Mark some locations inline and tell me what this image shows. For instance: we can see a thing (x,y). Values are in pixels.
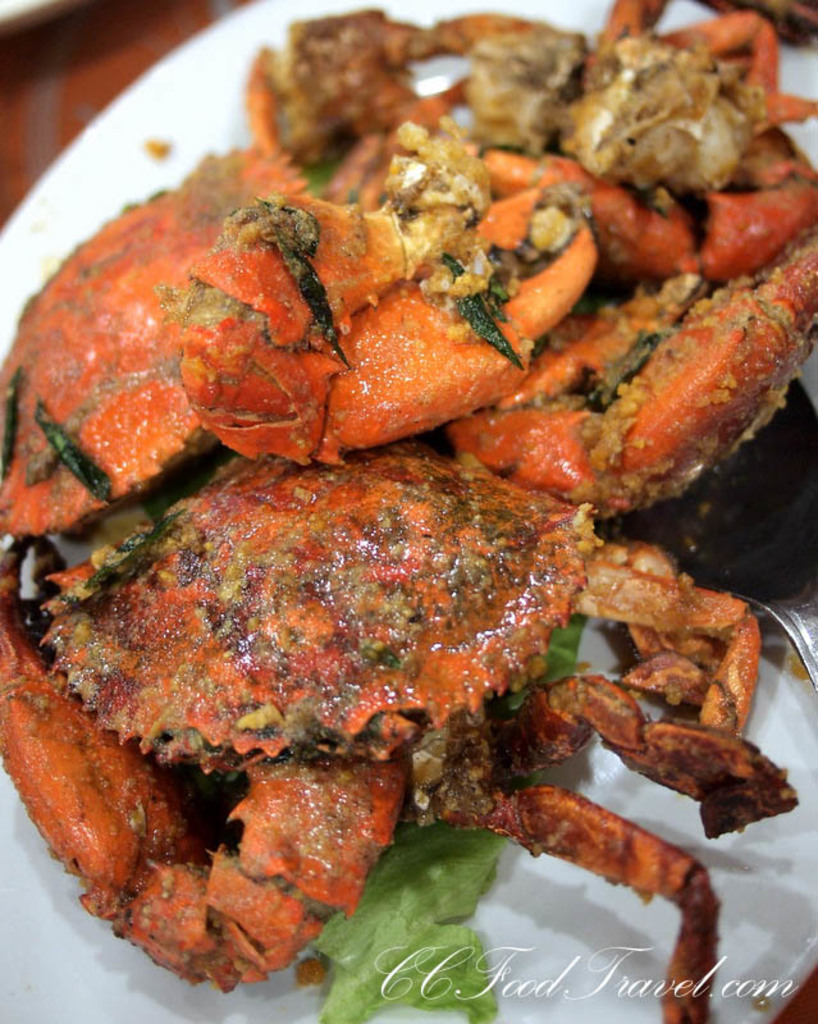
In the image there is cooked crab (295,614) served on a white plate (496,898).
